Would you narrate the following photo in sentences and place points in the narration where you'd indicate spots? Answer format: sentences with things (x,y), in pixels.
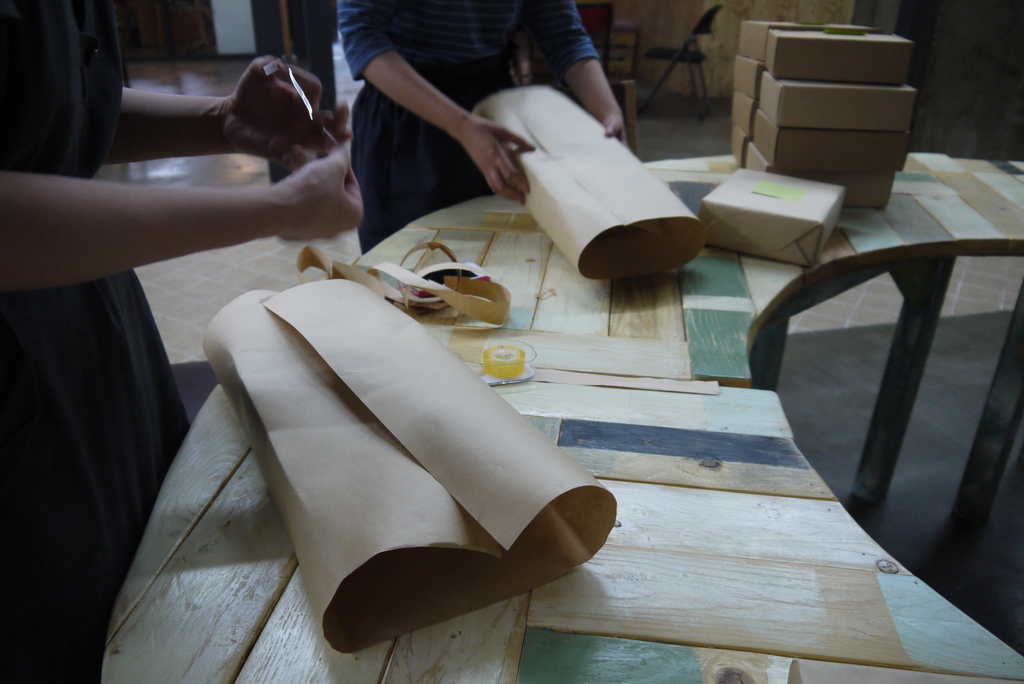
There are some packing boxes (798,65) on a table (906,225). Two women (518,144) are packing the boxes (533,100) with a brown sheet (542,206). A woman (429,116) is packing the box (523,121) and the other (236,232) is pasting it with a plaster (298,89).
